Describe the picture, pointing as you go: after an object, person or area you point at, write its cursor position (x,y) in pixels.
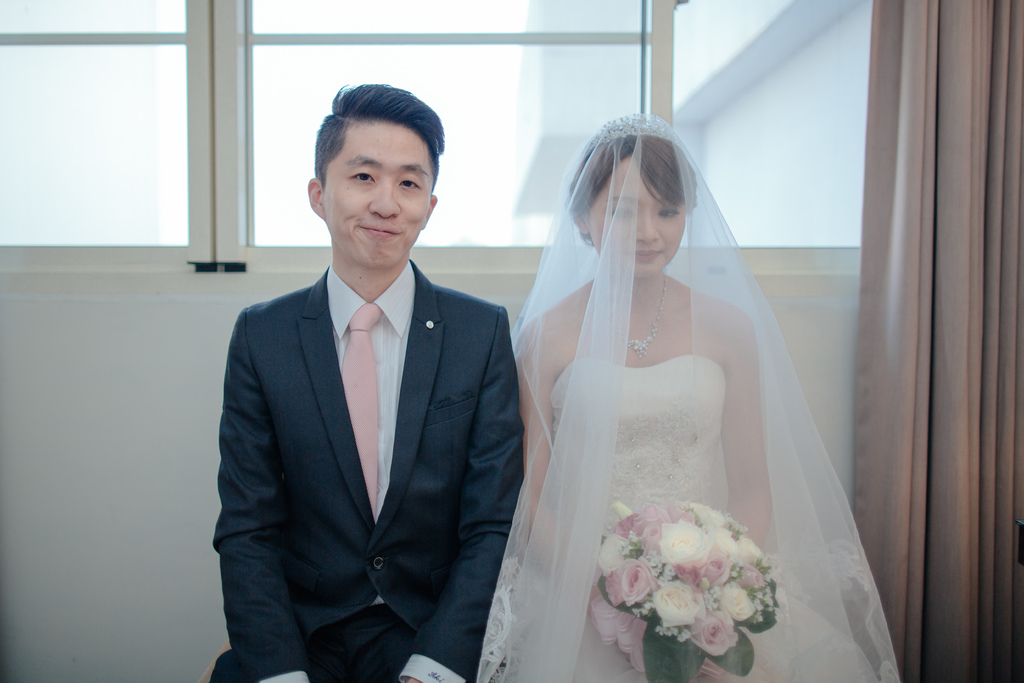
In the middle of the image (479,400) two persons (246,463) are sitting, smiling and she is holding a flower bouquet (650,681). Behind them we can see a wall (790,281), windows (741,150) and curtain (992,523).
